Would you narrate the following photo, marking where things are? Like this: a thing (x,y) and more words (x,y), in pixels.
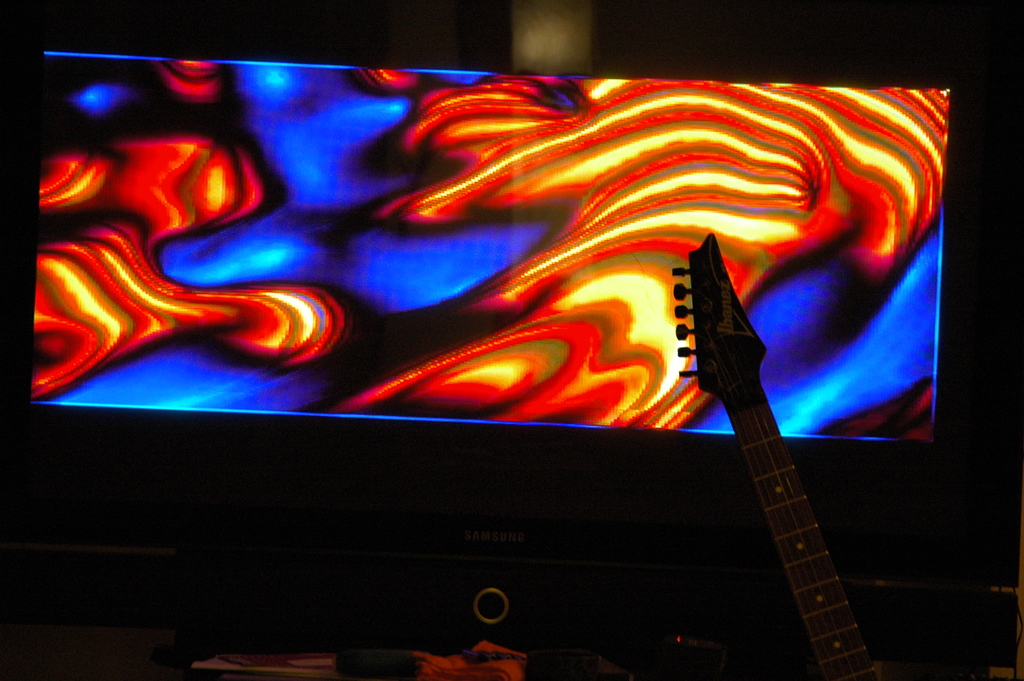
In this image i can see a screen (211,371) of the monitor (195,376) and there is a art (107,323) on the screen (119,275) with red and blue color and right corner (740,391) i can see a neck (739,377) of musical instrument (761,448).
